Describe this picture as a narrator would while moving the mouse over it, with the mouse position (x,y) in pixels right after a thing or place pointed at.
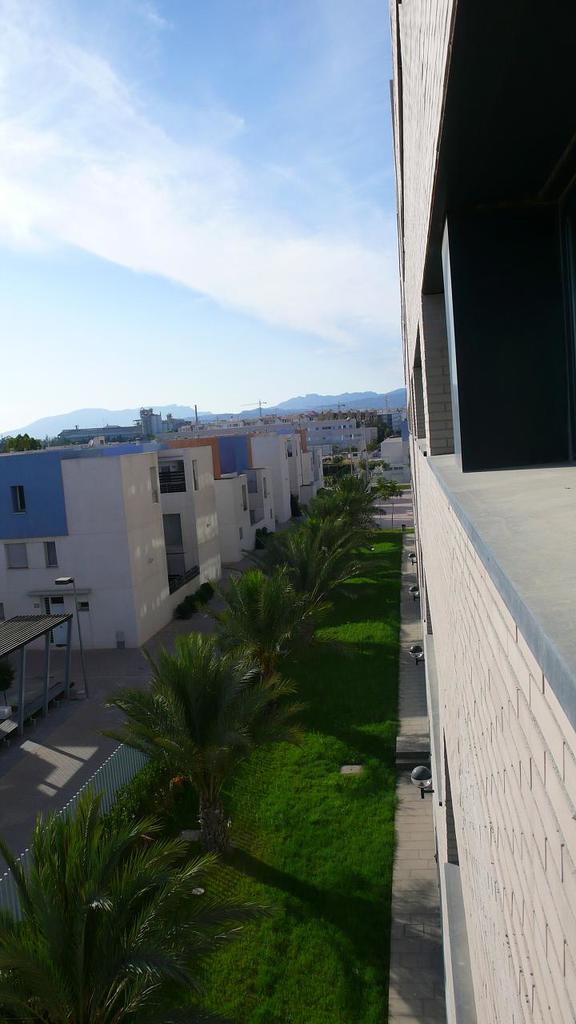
In this image we can see the grass (301,746) and a group of trees (326,566). Beside the trees (336,583) there are group of buildings (220,485). In the background (369,399), we can see the mountain (377,404) and at the top (184,203) we can see the sky (208,255). On the right side (421,584), we can see the wall (506,874) of a building (424,555).
